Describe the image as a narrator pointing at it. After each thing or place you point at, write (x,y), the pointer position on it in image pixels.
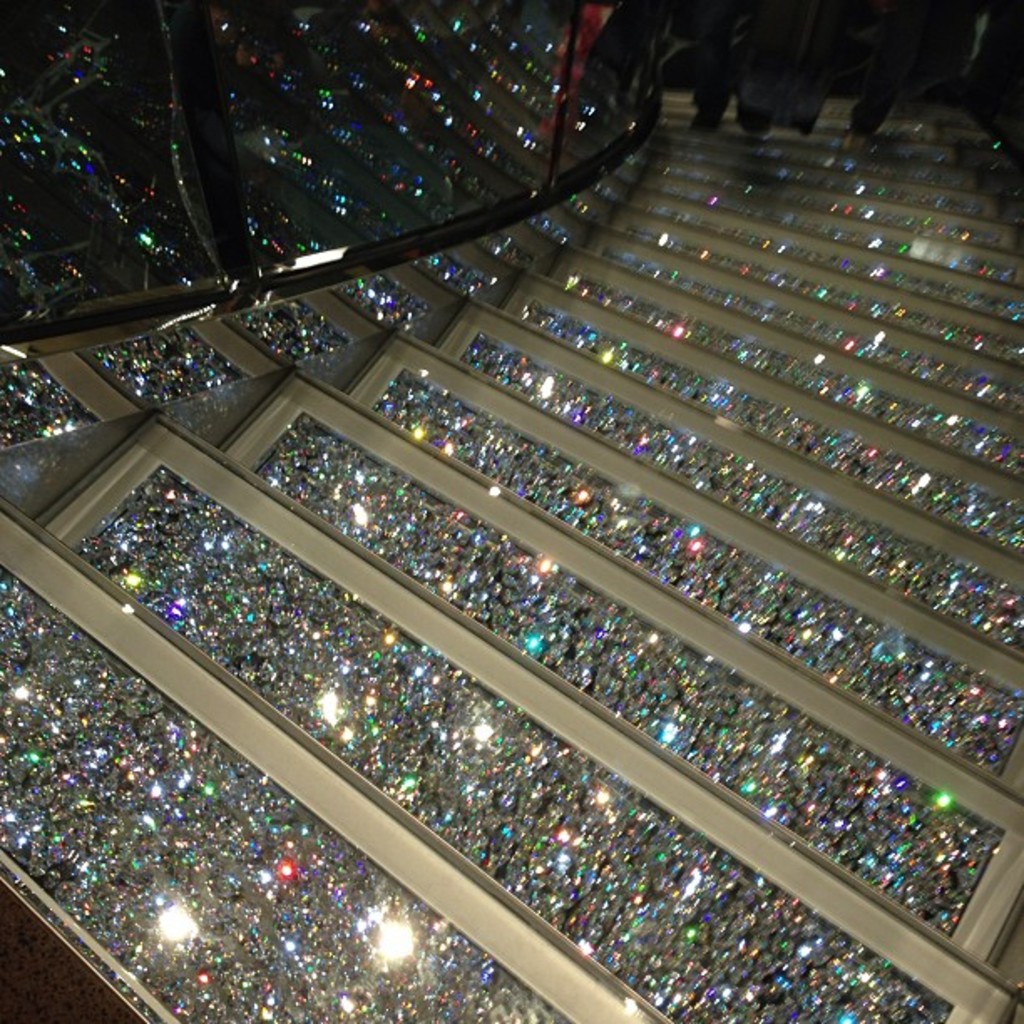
In this image we can see stairs (565,663). At the top of the image (494,162), we can see railing (344,98) and people (745,76).
